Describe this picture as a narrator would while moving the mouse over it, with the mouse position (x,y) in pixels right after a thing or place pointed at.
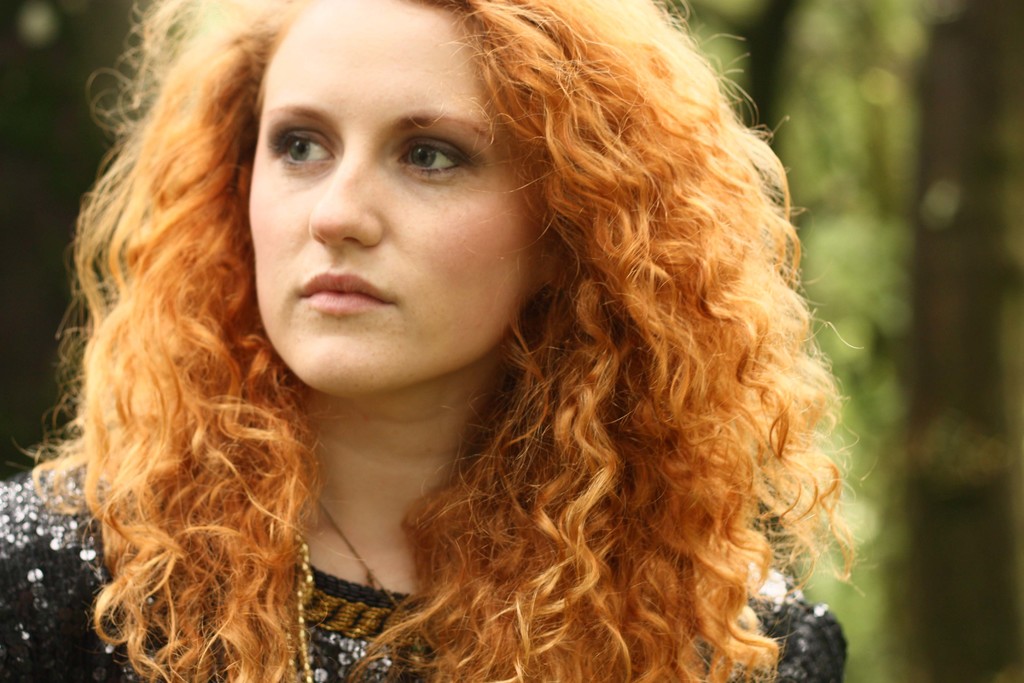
On the left side (303,217), there is a woman (321,137) in black color dress (37,524), having orange color hair (147,430) and watching something. And the background (796,23) is blurred.
